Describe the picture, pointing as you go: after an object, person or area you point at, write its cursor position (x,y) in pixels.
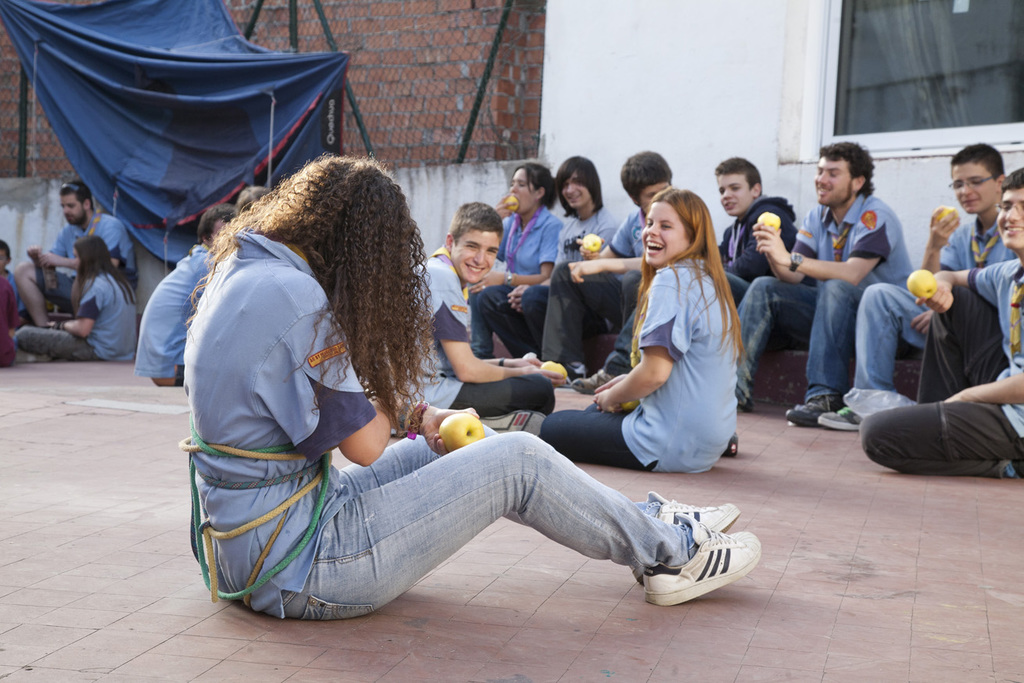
In this picture I can see few people (570,234) are seated and few are holding apples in their hands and I can see a cloth (262,120) and a metal fence (359,104) and I can see wall (605,81) on the right side (766,35).
